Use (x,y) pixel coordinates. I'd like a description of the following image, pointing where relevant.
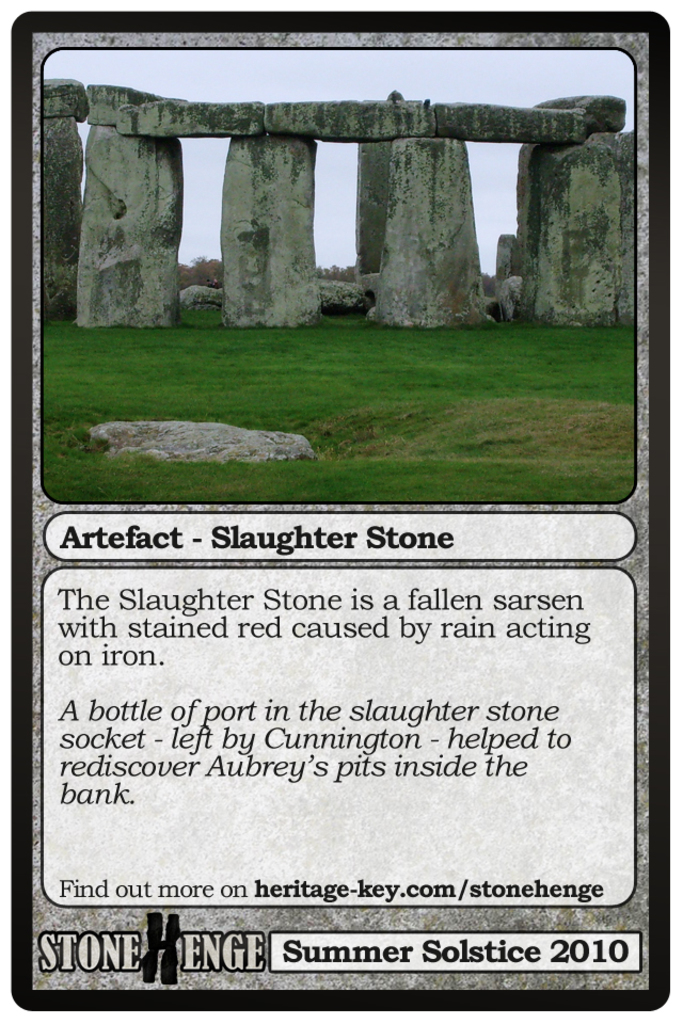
In this image there is a poster (268,302) having a picture (382,274) and some text (178,889) on it. In the picture (329,425) there is a grassland (355,426) having few rocks (244,281) on it. Top of image (346,259) there is sky (316,80). Bottom of image (227,772) there is some text (261,779).
